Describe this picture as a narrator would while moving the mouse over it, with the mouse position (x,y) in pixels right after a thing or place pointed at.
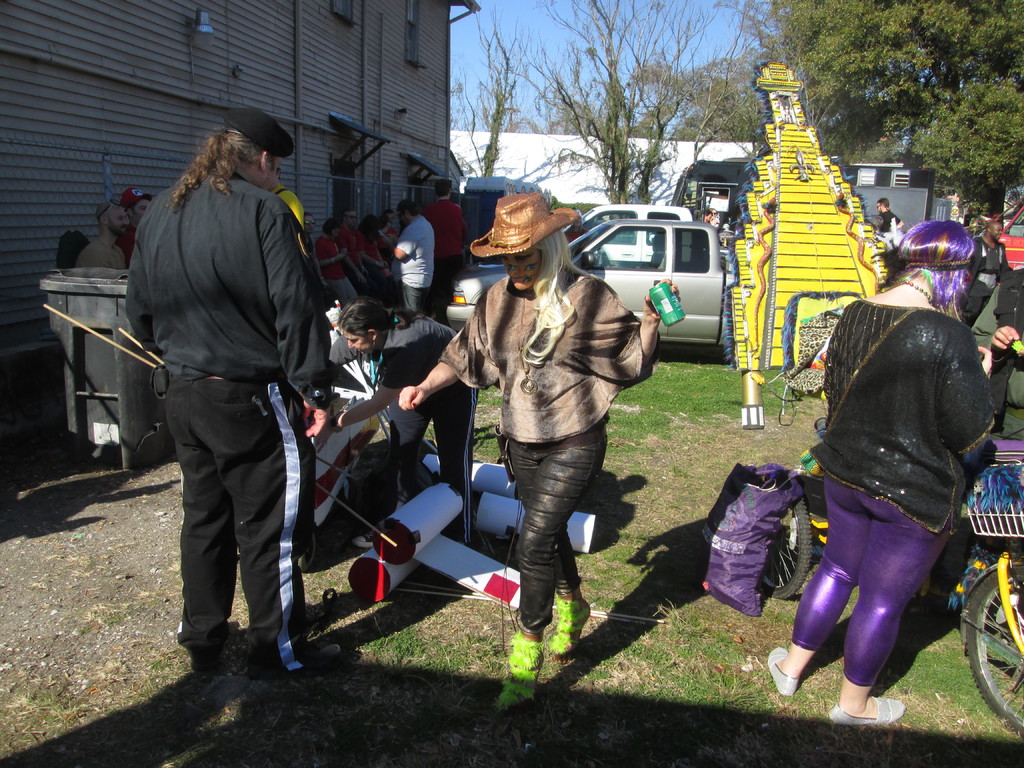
In this image there are many people (256,353) standing. In the center (541,390) there is a woman (523,574) walking on the ground (470,687). She is wearing a cap (532,232) and holding a drink can (660,308) in her hand (654,324). Behind her there are cars (662,248) parked on the ground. To the right (975,572) there is a vehicle (1002,628) parked on the ground (960,633). Beside the vehicle (782,532) there is a bag (757,512). To the left (16,292) there is a wall (215,43) of the house (223,60). In front of the wall (51,124) there is a dustbin (96,366). In the background (609,169) there buildings (677,149) and trees (866,53). At the top (537,11) there is the sky (523,22). There is grass (630,534) on the ground (111,660).
